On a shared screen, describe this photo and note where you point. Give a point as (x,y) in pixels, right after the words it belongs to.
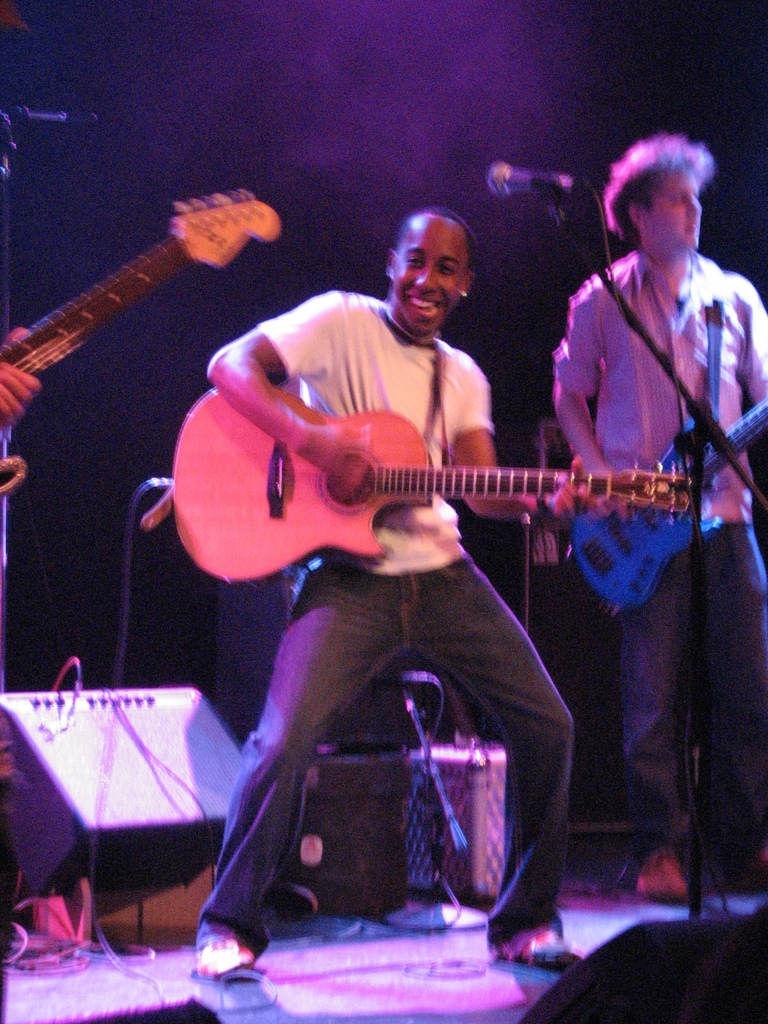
In this image I see 2 men (245,340) who are holding the guitar (258,502) and this guy (256,751) is smiling and standing in front of a mic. In the background (215,768) I see few equipment (43,862) and the speaker (9,703).
